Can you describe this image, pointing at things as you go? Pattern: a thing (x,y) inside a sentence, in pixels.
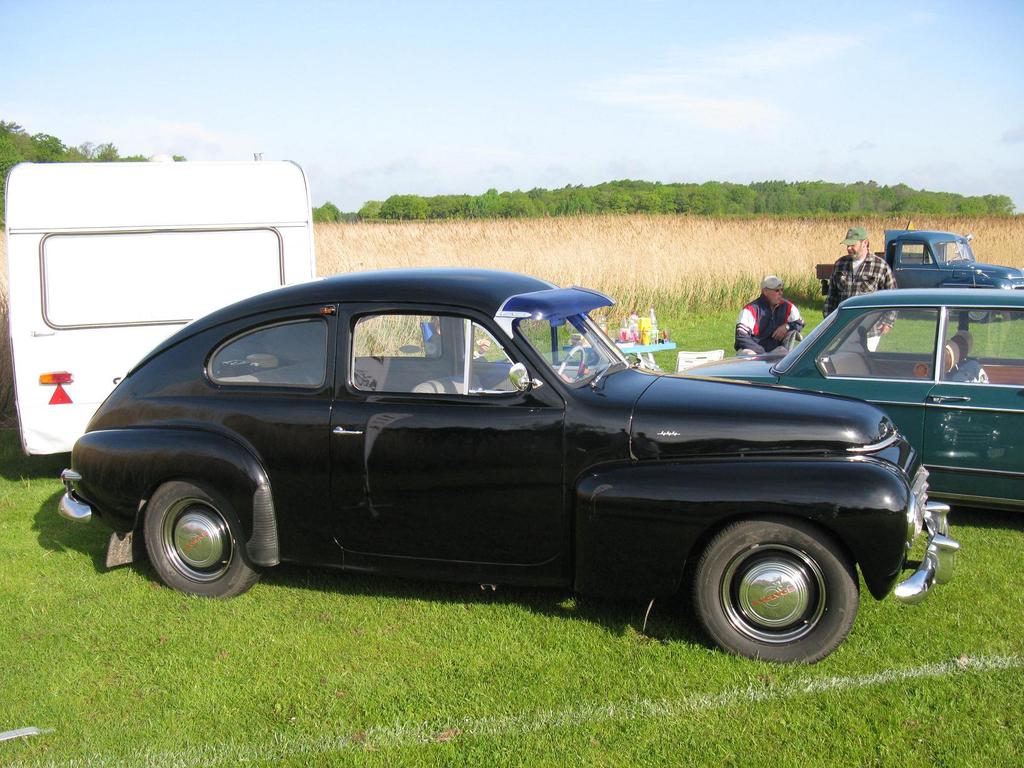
This picture is clicked outside. In the center (351,478) we can see the group of persons (779,290) and group of vehicles (877,392) and we can see the green grass (947,605). In the background (867,77) we can see the sky (574,184), trees (605,190) and grass (595,251).
